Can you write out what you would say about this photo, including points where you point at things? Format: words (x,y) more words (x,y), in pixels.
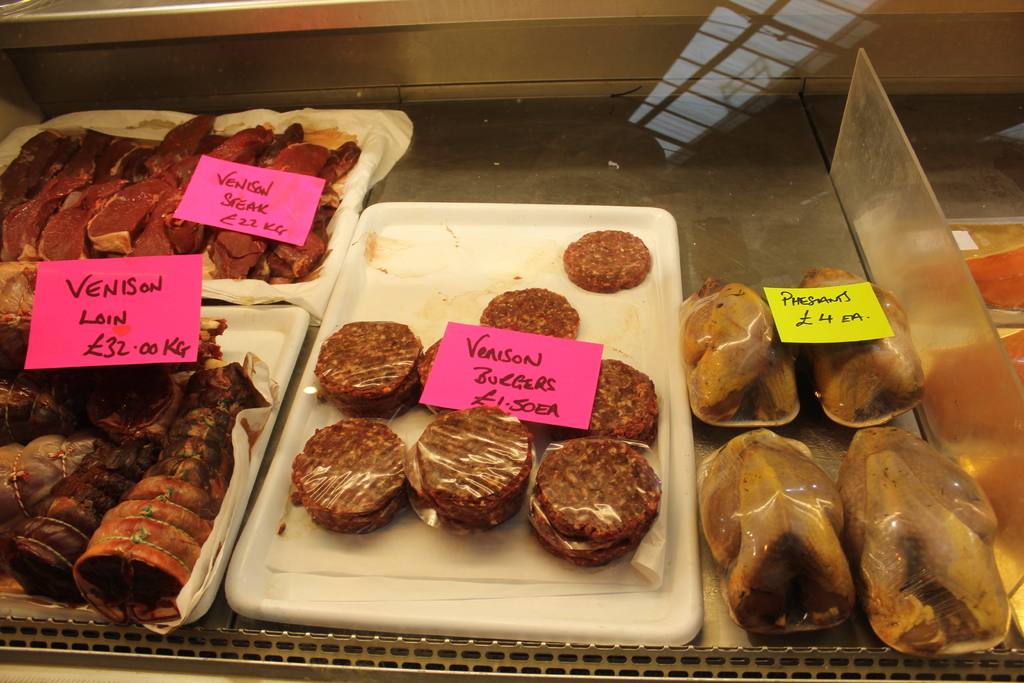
In the foreground of this image (114,388), there are food items (109,455) in a tray (376,289) and on a steel surface (794,231). We can also see few price tags (138,305) and names (804,302) to it. On the right (959,328), there is a glass (882,175).
